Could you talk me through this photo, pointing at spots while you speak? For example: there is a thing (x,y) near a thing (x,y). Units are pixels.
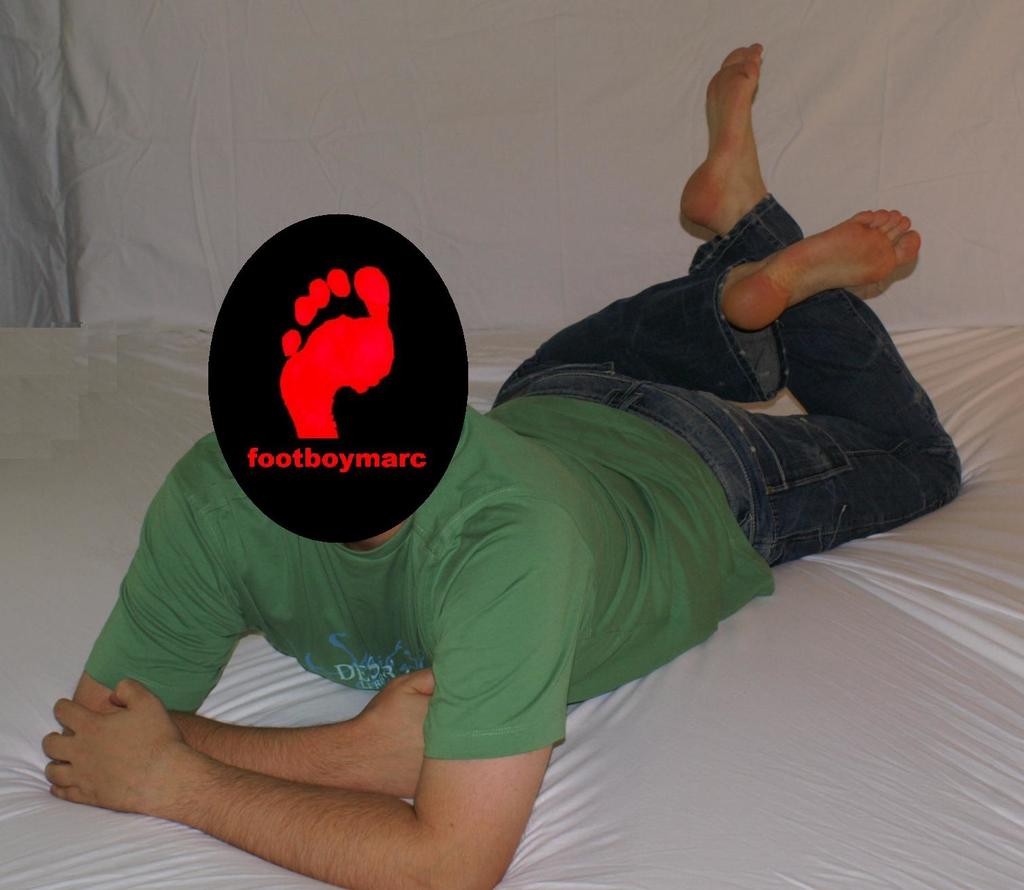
In this picture there is a man (741,368) with black oval (329,503) is on the bed (778,727) and there is text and there is a footprint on the oval (311,484).
